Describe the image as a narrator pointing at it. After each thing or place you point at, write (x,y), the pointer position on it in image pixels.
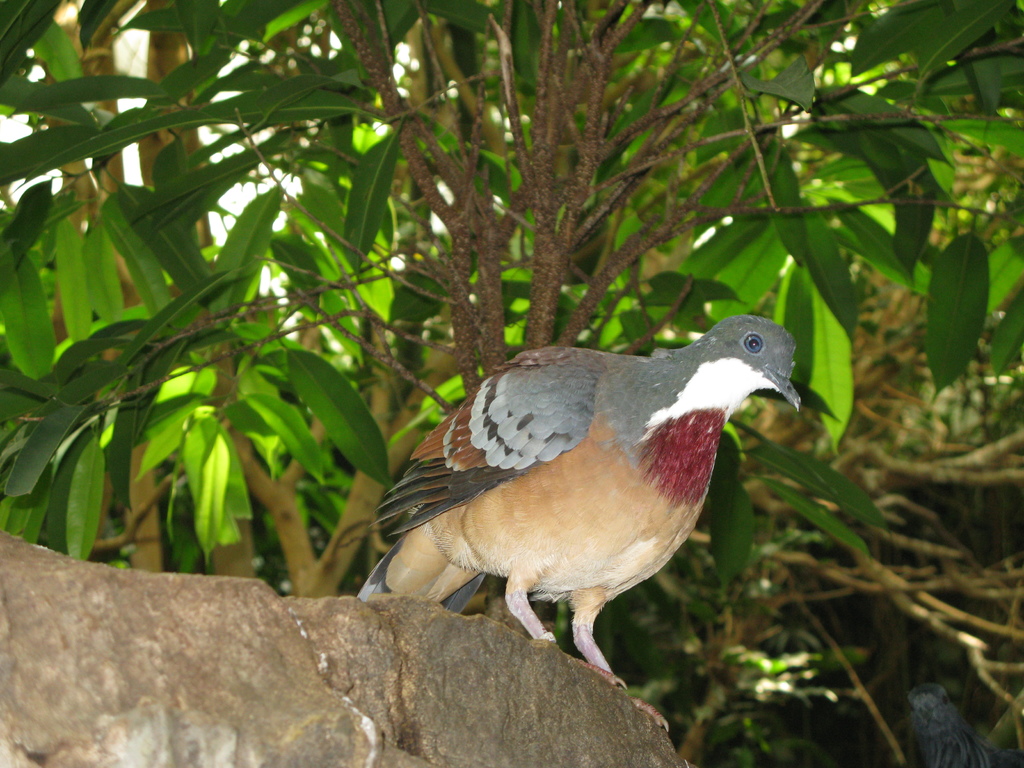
In front of the image there is a bird (515,548) on the rock (405,676). Beside the rock (571,713) there is another bird (964,767). In the background of the image (805,275) there are trees (786,264).
